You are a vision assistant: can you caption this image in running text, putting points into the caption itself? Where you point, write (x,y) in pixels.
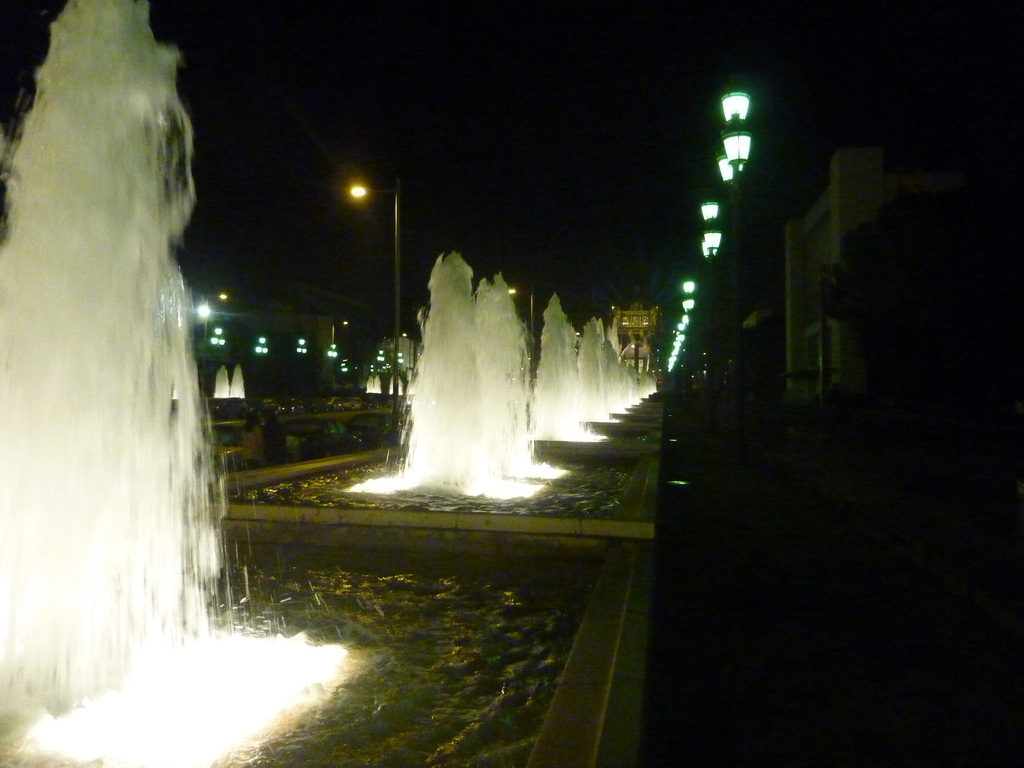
In this picture I can see there are fountains (493,439) here and there are street lights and a walk way (725,511).
